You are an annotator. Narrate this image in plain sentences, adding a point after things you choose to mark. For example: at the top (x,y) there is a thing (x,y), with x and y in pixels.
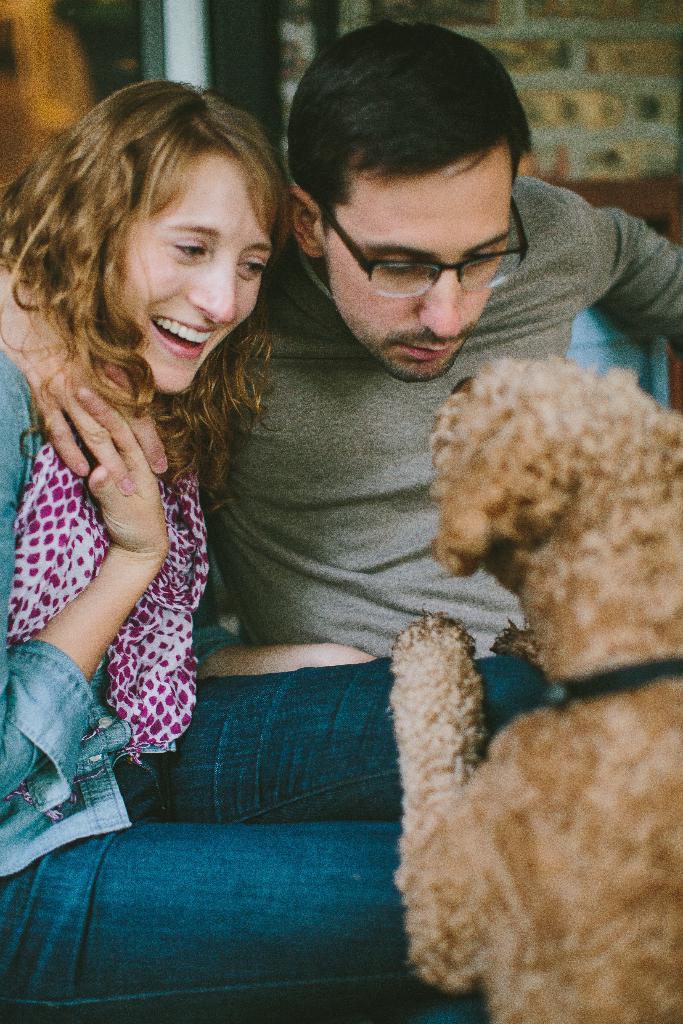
On the right of this picture (562,497) we can see a dog (496,818). On the left (83,695) we can see the two persons (359,426) seems to be sitting. In the background (221,62) we can see some other objects (633,154).
